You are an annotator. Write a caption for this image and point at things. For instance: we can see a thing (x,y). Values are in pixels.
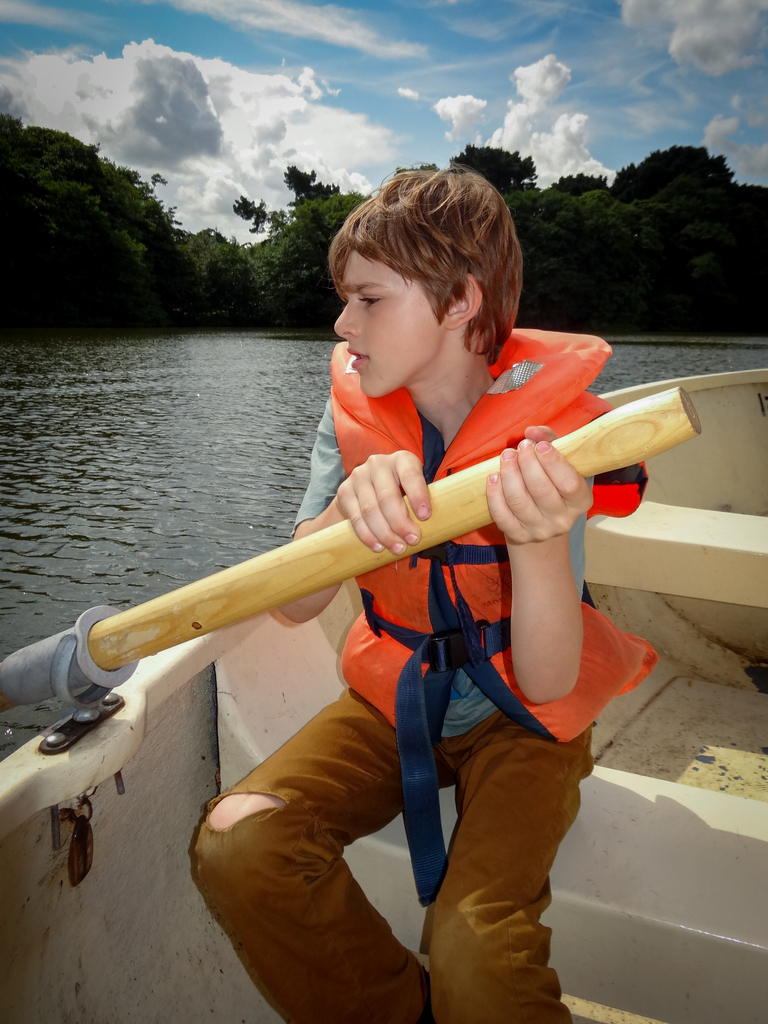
In the foreground of this picture (467,483), there is a boy (485,683) sitting on the boat (642,531) holding a paddle (339,552) in his hand (495,489). In the background (204,532), we can see water (207,330), trees (201,251), cloud (229,223) and the sky (440,69).
